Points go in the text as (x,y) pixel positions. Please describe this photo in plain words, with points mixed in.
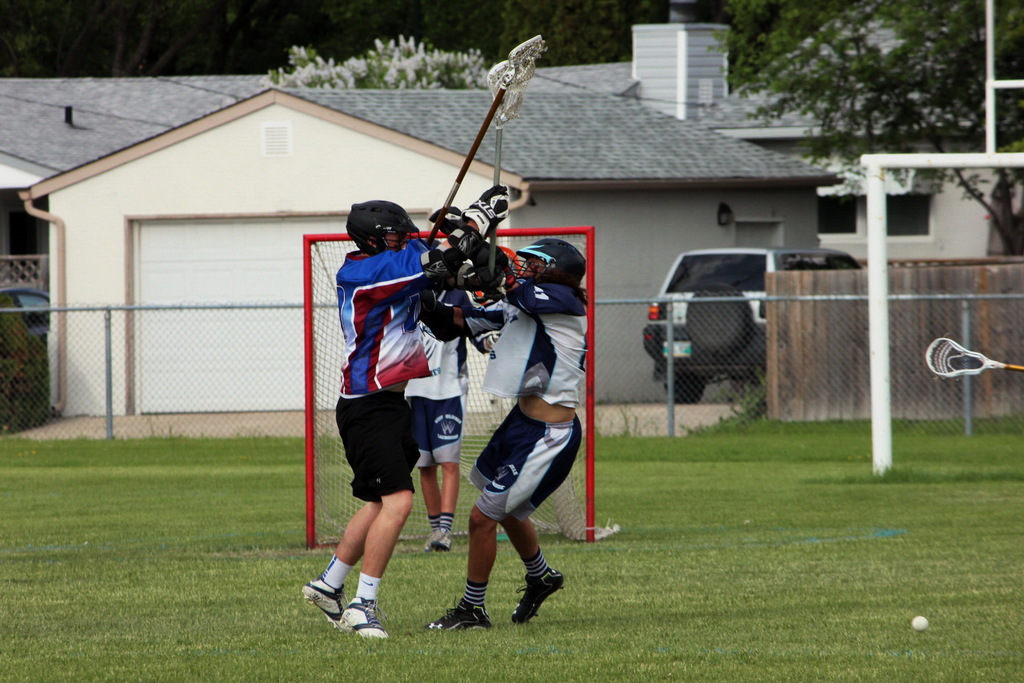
In this image we can see persons (438,331) playing on the ground (602,451) and holding lacrosse sticks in their hands (504,266). In the background (270,266) there are fence (140,349), motor vehicles (652,342), buildings (617,147) and trees (854,52).
